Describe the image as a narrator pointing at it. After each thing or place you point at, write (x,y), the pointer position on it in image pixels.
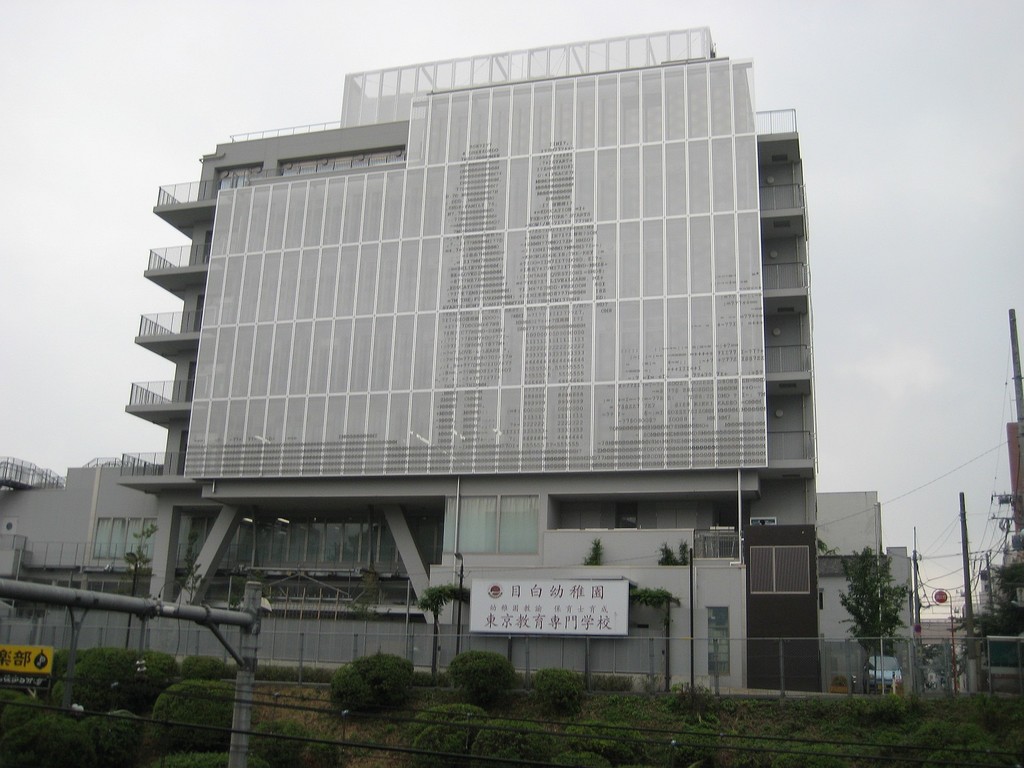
In this image we can see buildings (574,342), street poles (250,611), electric poles (1017,507), electric cables (937,477), name boards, trees (884,616), bushes (729,724), pipelines (203,610) and sky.
